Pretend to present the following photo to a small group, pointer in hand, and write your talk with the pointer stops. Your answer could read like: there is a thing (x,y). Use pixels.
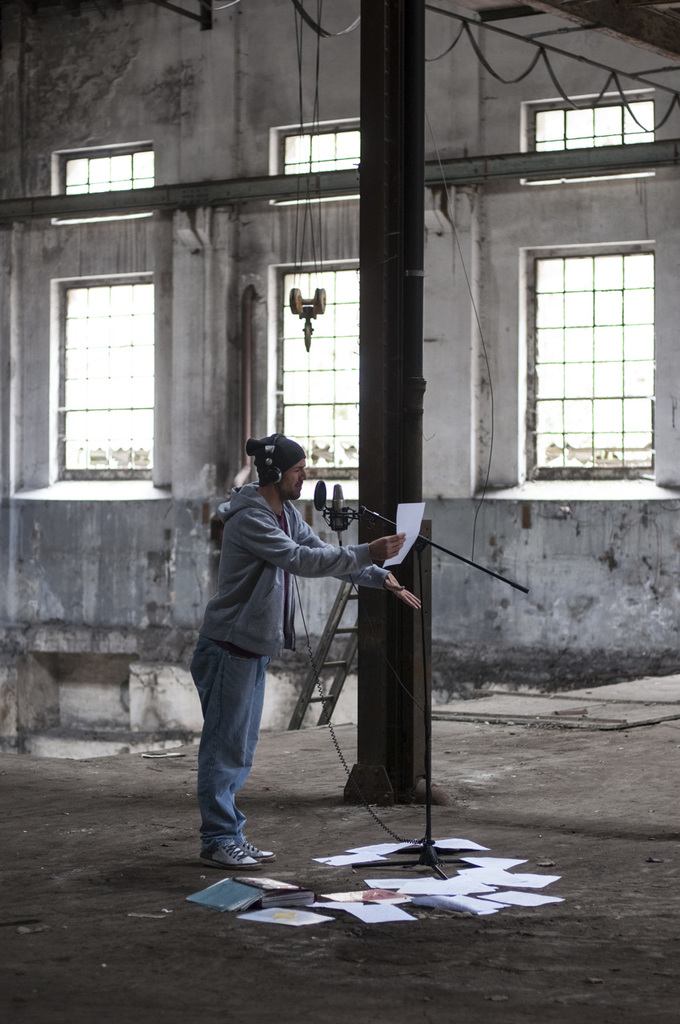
This picture is clicked inside the hall (282,159). In the center (288,608) there is a person (280,597) holding a paper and standing and we can see a microphone (339,515), papers (374,886) and ladder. In the background (309,655) we can see the pillar (405,112), wall (448,257), windows (581,382) and some other objects (602,32).
